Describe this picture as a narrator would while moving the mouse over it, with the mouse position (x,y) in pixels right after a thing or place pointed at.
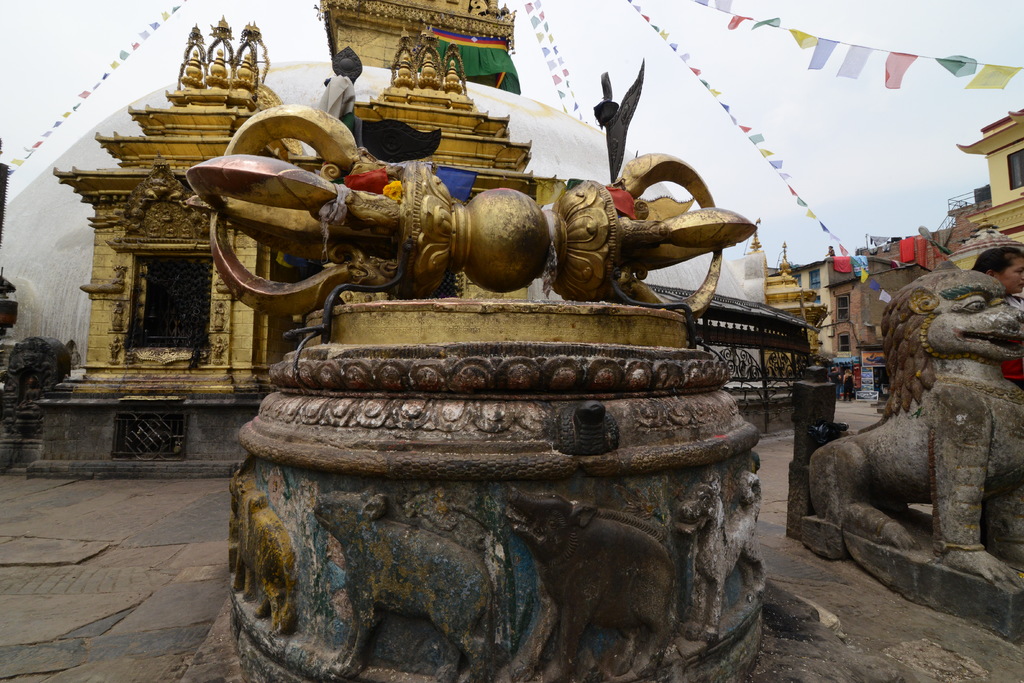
In this image there is a metal object (477,234) on the pillar (450,460) having sculptures (372,585). Behind there are temples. Right side (1006,471) there is a sculpture (878,511) on the floor (838,605). Right side (862,295) there are buildings (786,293). Top of the image (865,62) there are flags (545,24) attached to the thread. Behind there is sky (690,95).
